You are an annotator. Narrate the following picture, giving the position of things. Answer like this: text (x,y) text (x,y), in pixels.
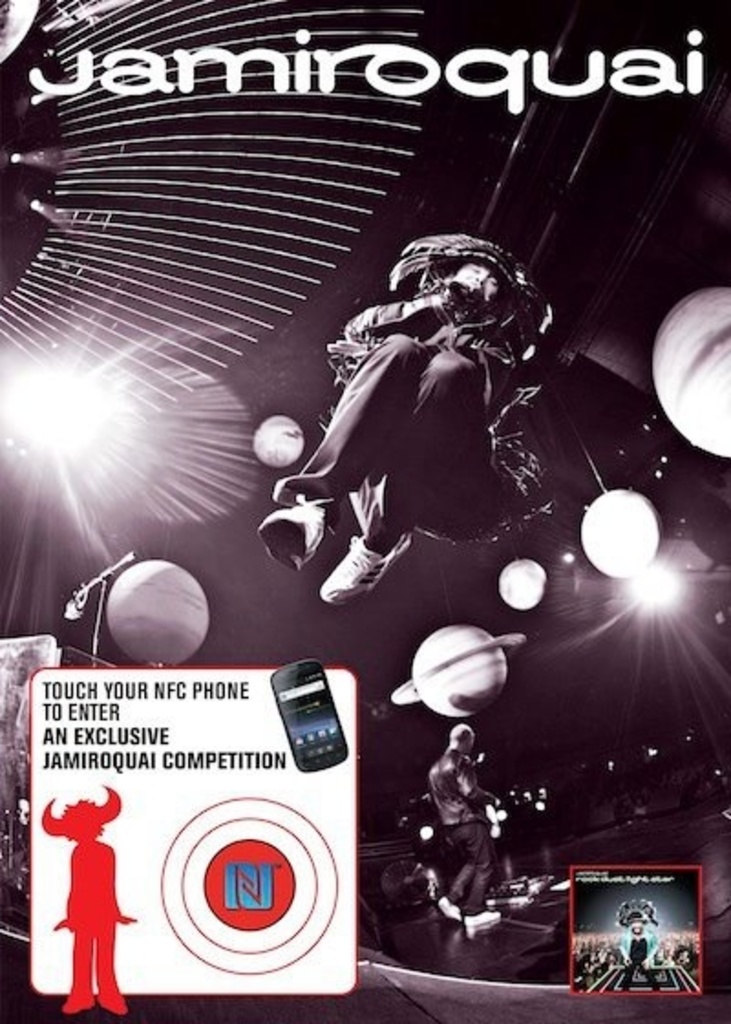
In this image there are persons (467,762) standing and walking. In the front (404,445) there is a man (414,428) performing stunt in the air (213,600), and there are lights (669,594) and there is a banner (213,846) with some text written on it.
